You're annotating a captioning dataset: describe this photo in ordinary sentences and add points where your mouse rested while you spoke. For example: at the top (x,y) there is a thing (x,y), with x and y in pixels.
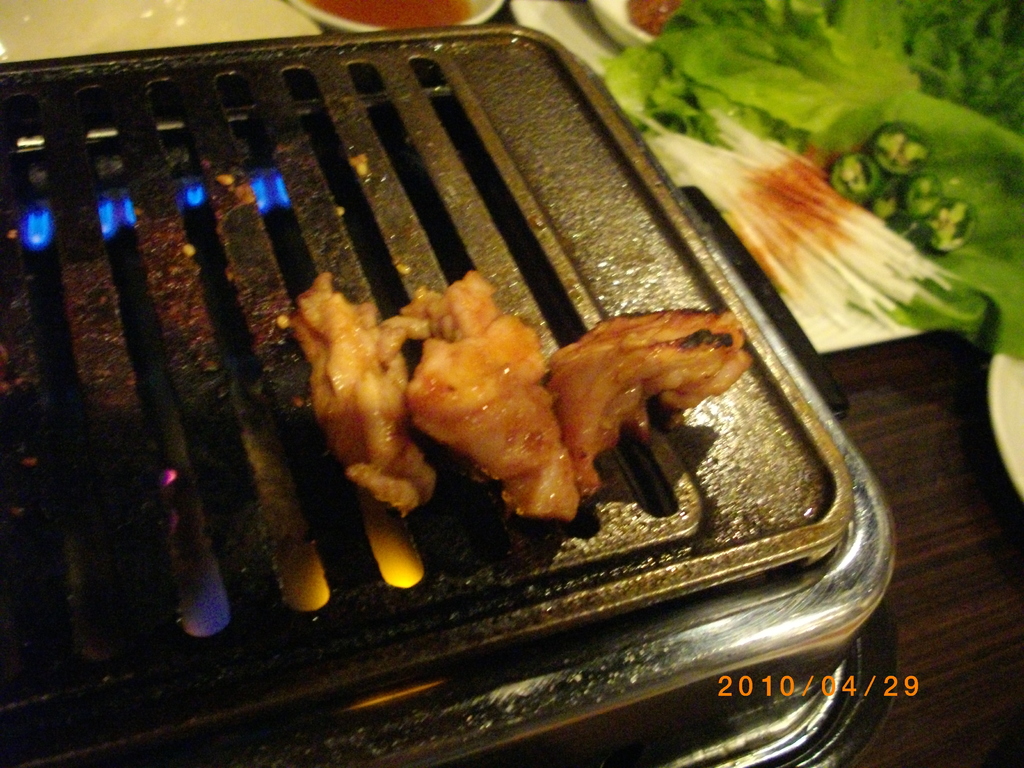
In the center of the image (567,281) we can see a stove (343,287). On the stove (485,581) food item (407,316) is present. In the background of the image (928,177) we can see some food items (848,156), a bowl of food item (408,18) are present on the table (957,641).
